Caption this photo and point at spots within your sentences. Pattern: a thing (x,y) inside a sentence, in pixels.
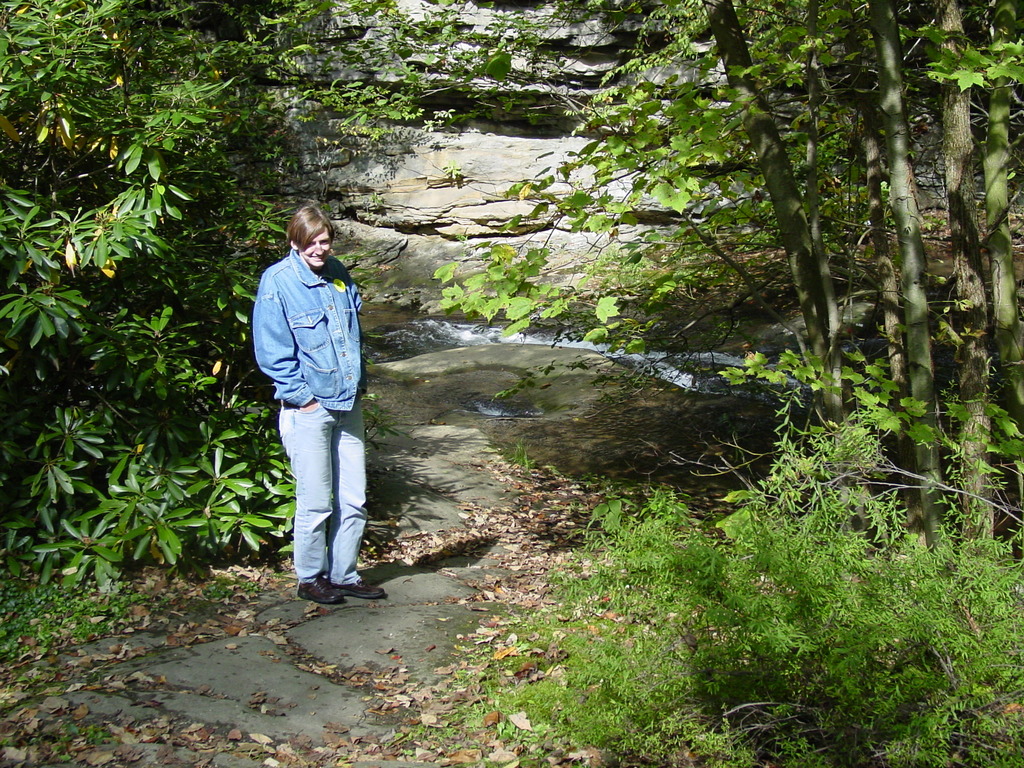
In this image I can see a woman (352,334) is standing and I can see she is wearing blue colour dress (300,511) and black shoes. On the both side of this image I can see number of trees (68,62) and in the background (412,349) I can see water (400,344).
